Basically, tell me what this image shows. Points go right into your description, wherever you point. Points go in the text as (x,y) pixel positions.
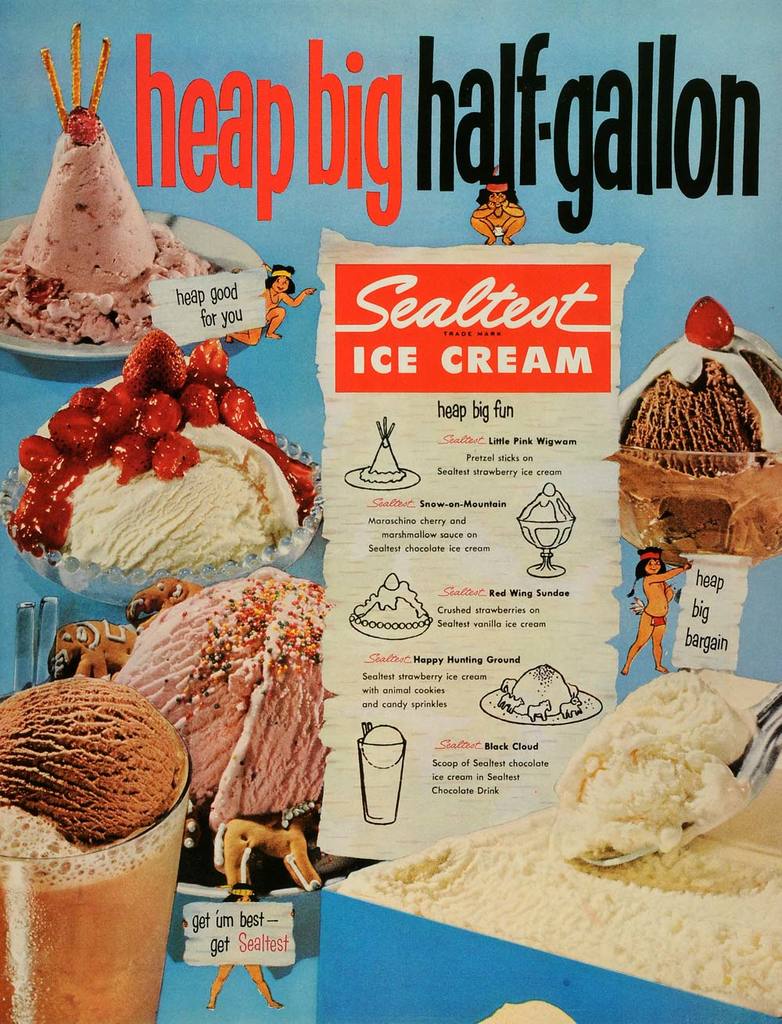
In this image there is a poster (441,542) with different flavors of ice creams (291,583) and their description (462,407) on it.
